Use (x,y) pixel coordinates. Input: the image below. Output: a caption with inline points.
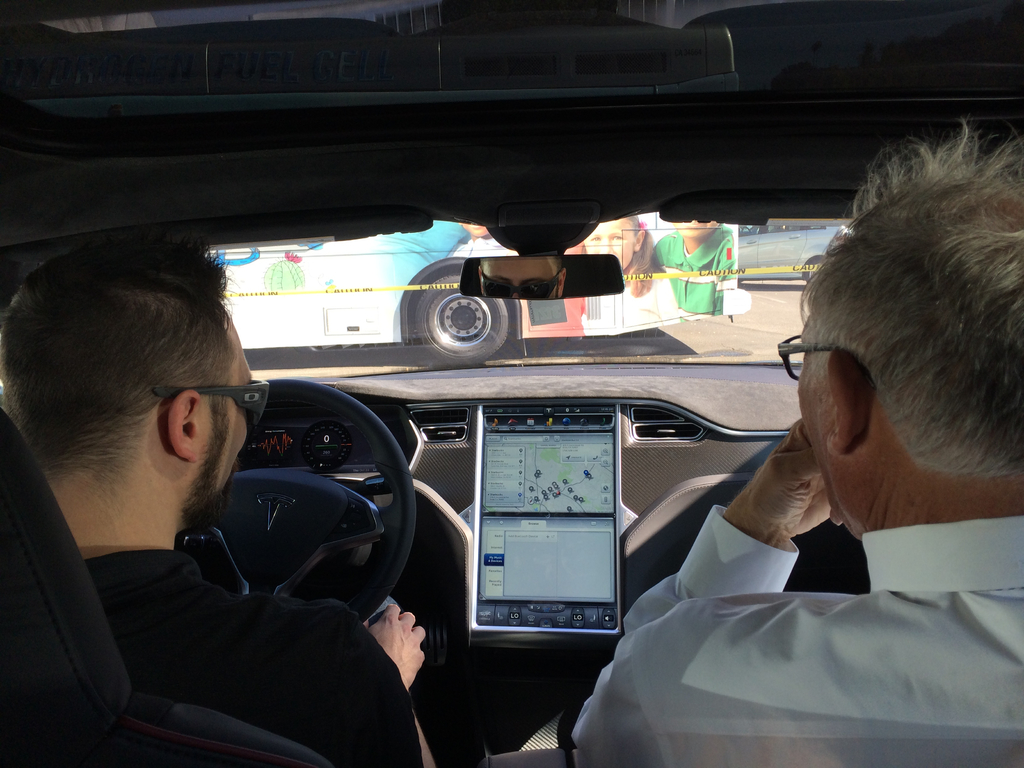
The image is taken from inside a car (503,584), two people (763,673) are sitting in the front seat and the left side (256,624) that person (247,612) is driving the car (450,526), there is a route map (494,495) kept beside the steering (389,474), in front of the car (594,289) there is a bus (628,295) parked behind caution tape (268,295).
